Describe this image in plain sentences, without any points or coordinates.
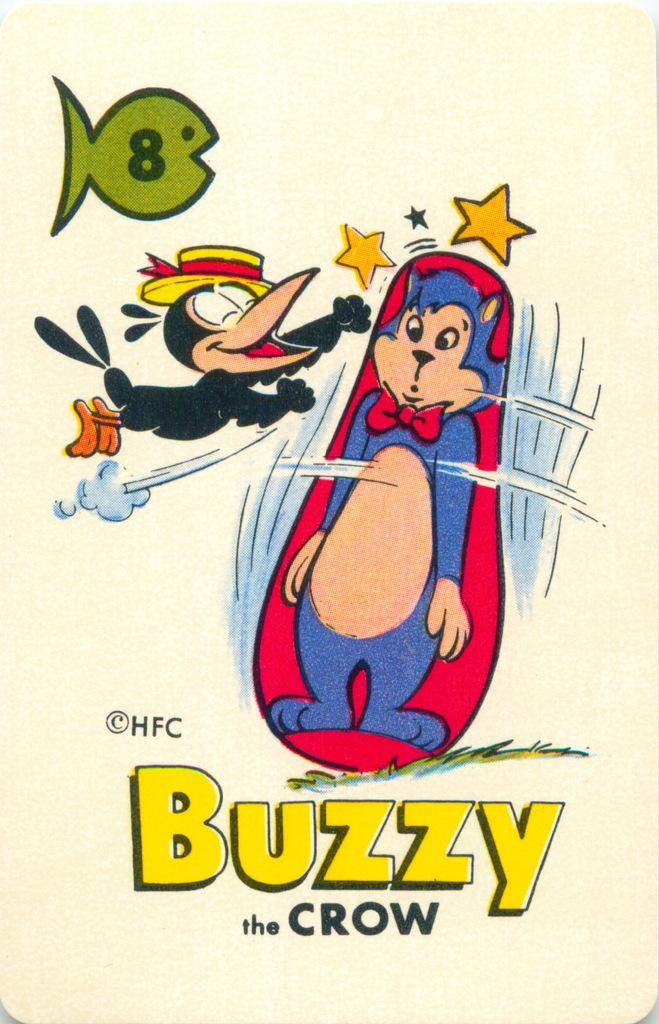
In this image I can see few cartoons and here I can see something is written.
